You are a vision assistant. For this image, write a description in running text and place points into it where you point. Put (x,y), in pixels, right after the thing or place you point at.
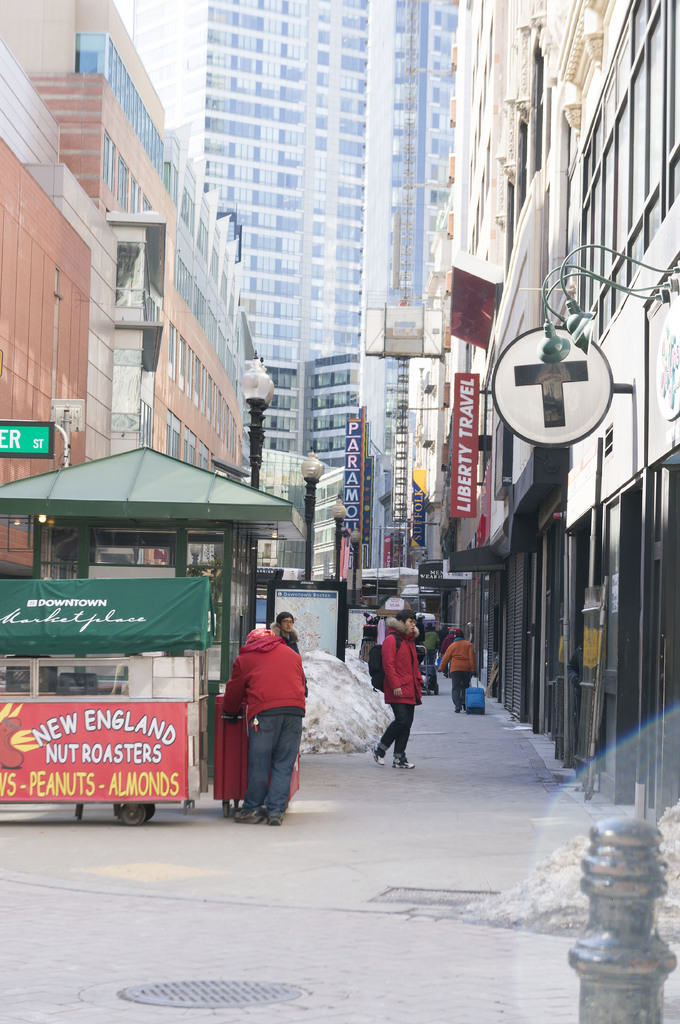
In this image I see number of buildings (254,147) and I see few people (443,647) on the path (340,873) and I see banners (105,738) over here on which there is something written and I see boards (14,453) on which there is something written and I see the light poles (315,484).
